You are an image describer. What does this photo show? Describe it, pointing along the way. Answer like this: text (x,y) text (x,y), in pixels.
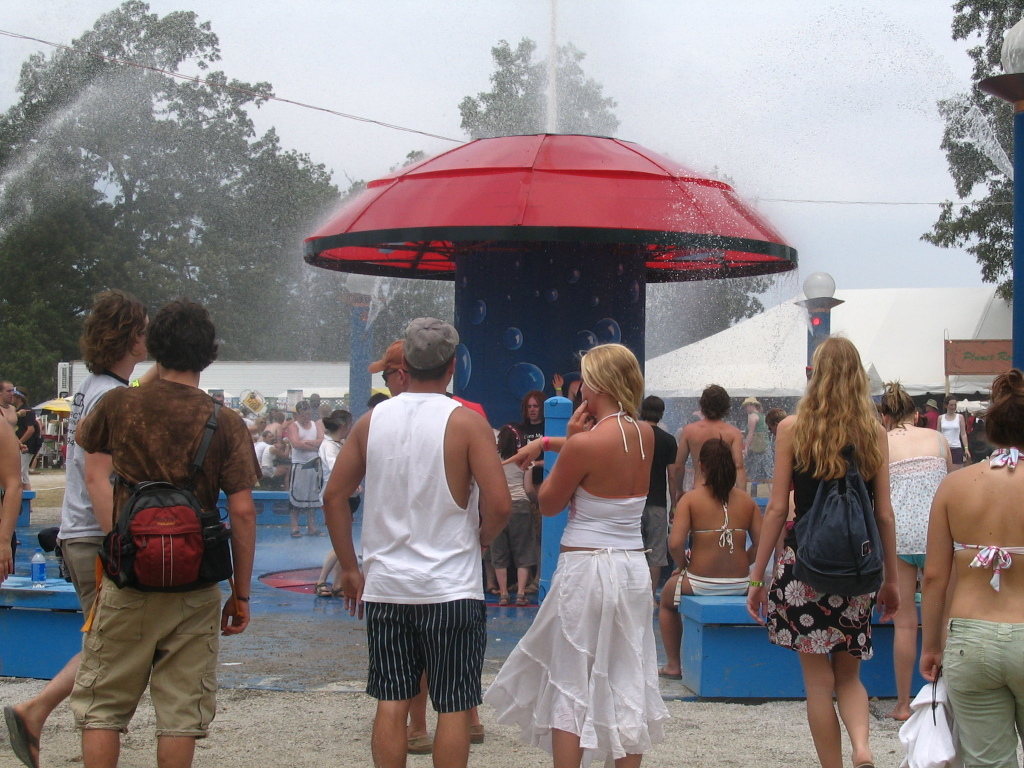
In this image, there are a few people (679,499). We can see an object (453,153) with the waterfall (664,348). We can see the ground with some objects (734,656). There are a few trees (954,173) and a wire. We can also see a house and a white colored object (1010,325). We can also see the sky (904,187). We can also see a board (998,345) with some text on the right (984,351).
